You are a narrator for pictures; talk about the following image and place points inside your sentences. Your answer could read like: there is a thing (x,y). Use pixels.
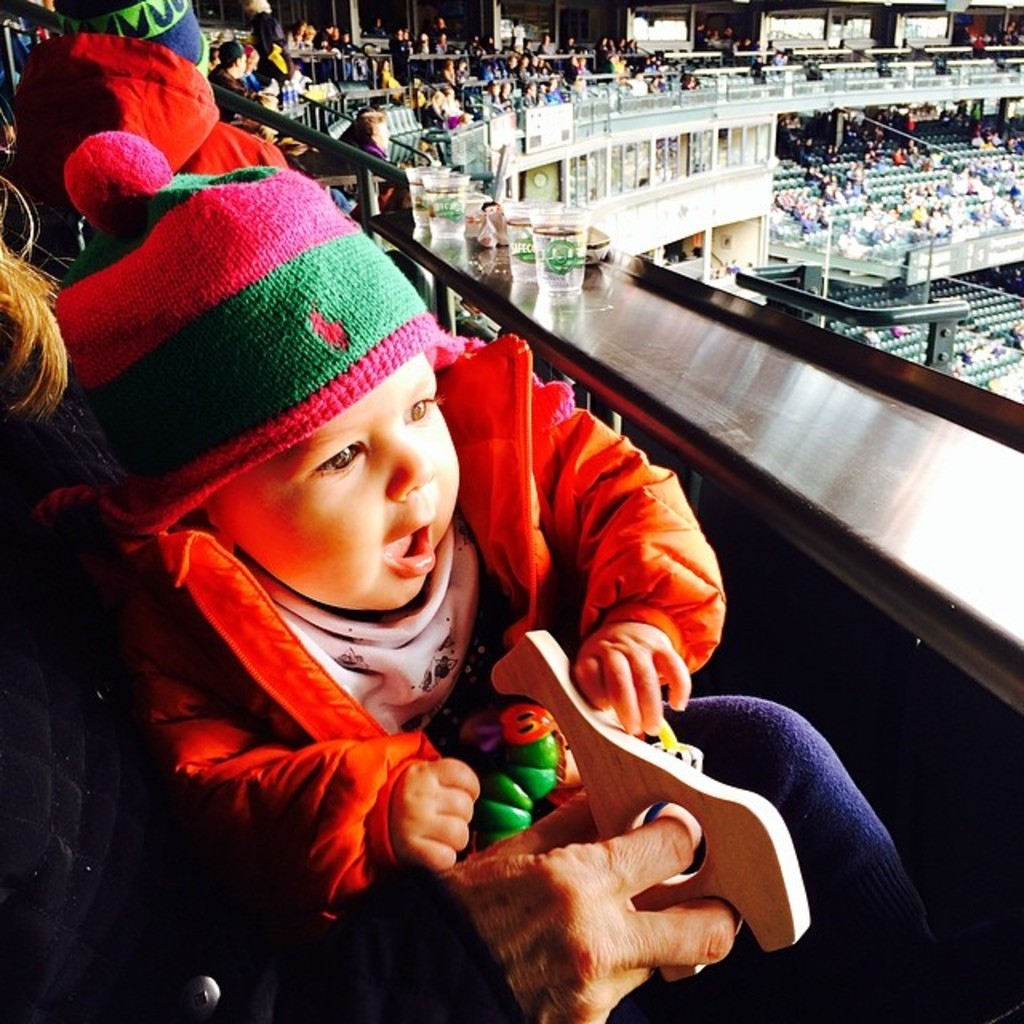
In this image I can see the stadium (455,144) and I see number of people (32,62) who are sitting and I see the glasses (562,225) on this silver color thing (610,323) and I see this baby (342,535) is wearing a cap (216,318).
